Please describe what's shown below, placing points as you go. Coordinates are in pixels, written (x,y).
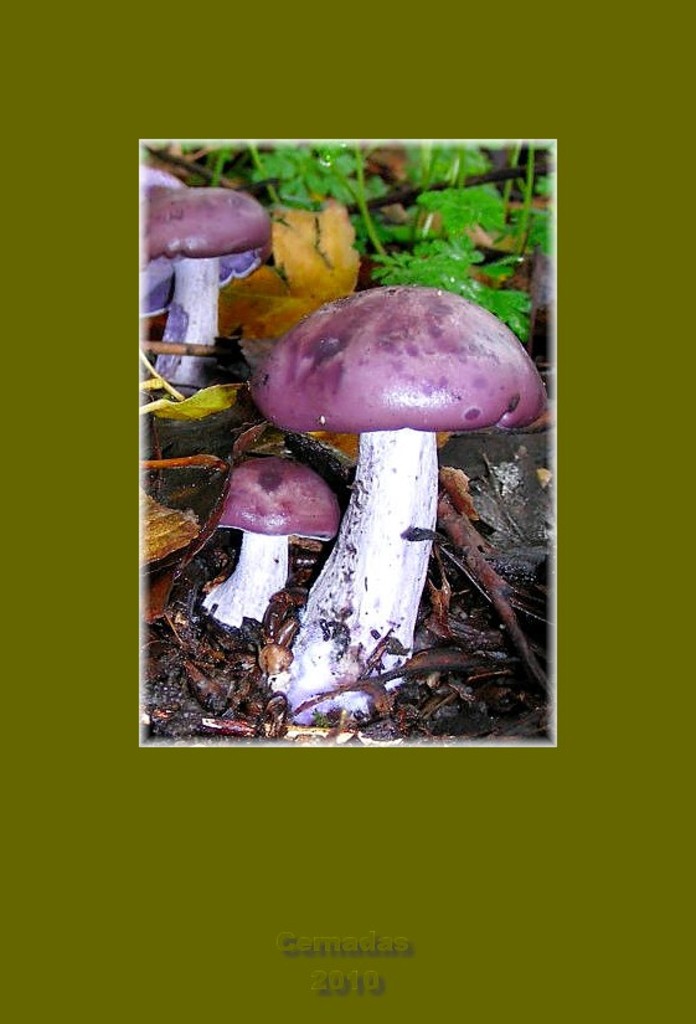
This image is an edited image. It has borders (119,820). In the center of the image (408,347) there are mushrooms (335,345). In the background of the image (427,244) there are plants (339,153). At the bottom of the image (376,690) there are dried leaves (495,690).
